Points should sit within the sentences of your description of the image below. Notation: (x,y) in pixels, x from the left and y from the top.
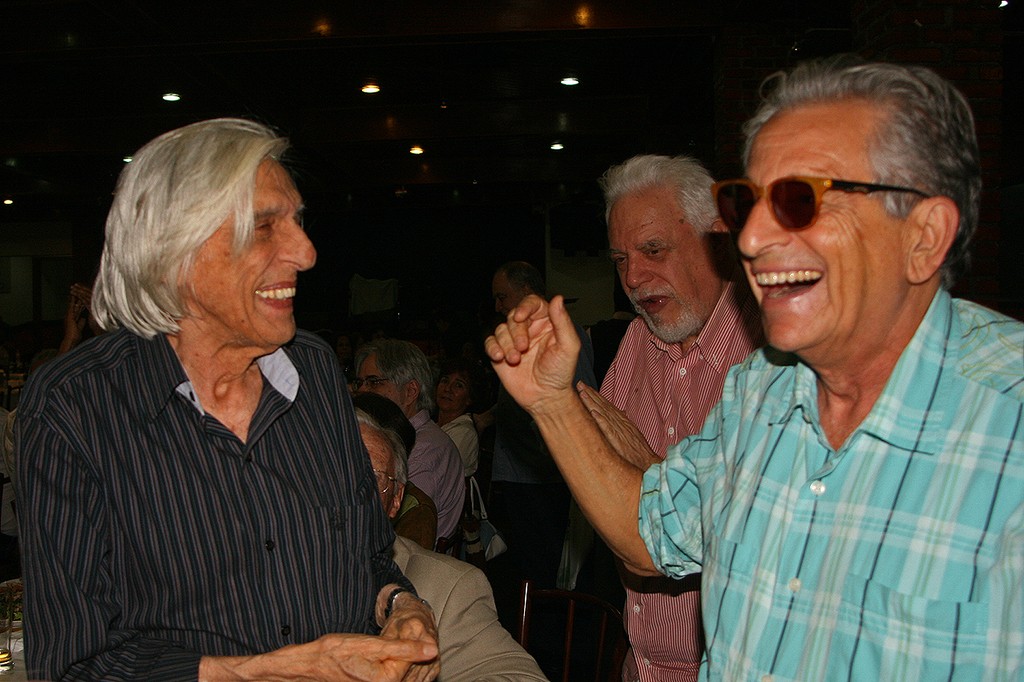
This picture shows a few people (726,453) standing and few (421,459) are seated on the chairs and we see man (872,260) wore sunglasses (807,217) on his face (898,196) and we see smile (773,296) on his face (793,330) and we see few lights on the roof (526,143).
